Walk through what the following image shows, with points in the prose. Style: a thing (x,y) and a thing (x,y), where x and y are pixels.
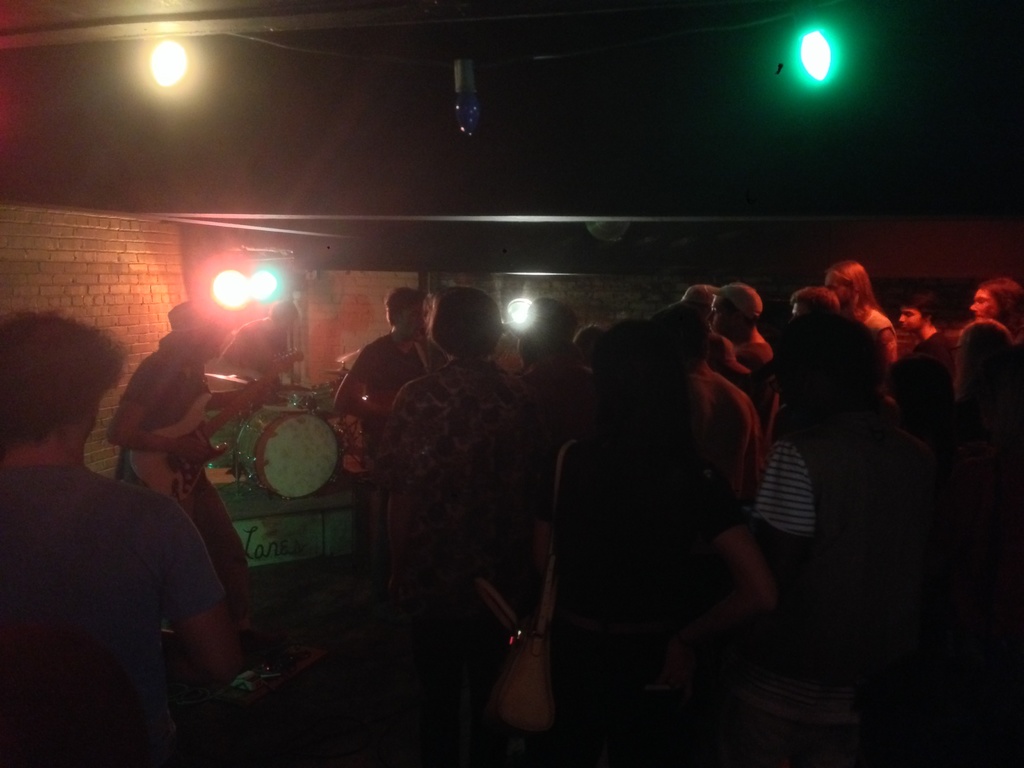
In the foreground (493,443) I can see a crowd (554,460) on the floor (331,586) and three persons (194,486) are playing musical instruments (321,459), table (323,512). In the background (789,271) I can see a wall (321,278), metal rods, focus lights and so on. This image is taken may be during night.
